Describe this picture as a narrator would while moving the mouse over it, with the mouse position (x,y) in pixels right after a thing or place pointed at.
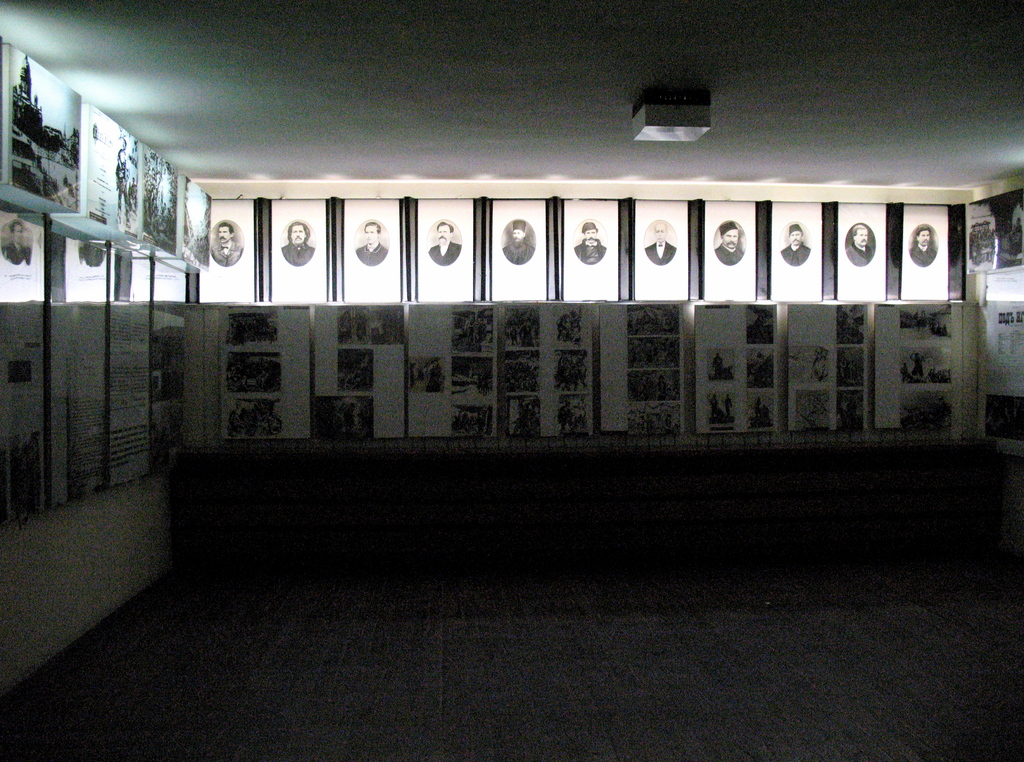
This is an inside view of a room (674,236). Here I can see many photo frames (456,293) are attached to the walls (765,299).
